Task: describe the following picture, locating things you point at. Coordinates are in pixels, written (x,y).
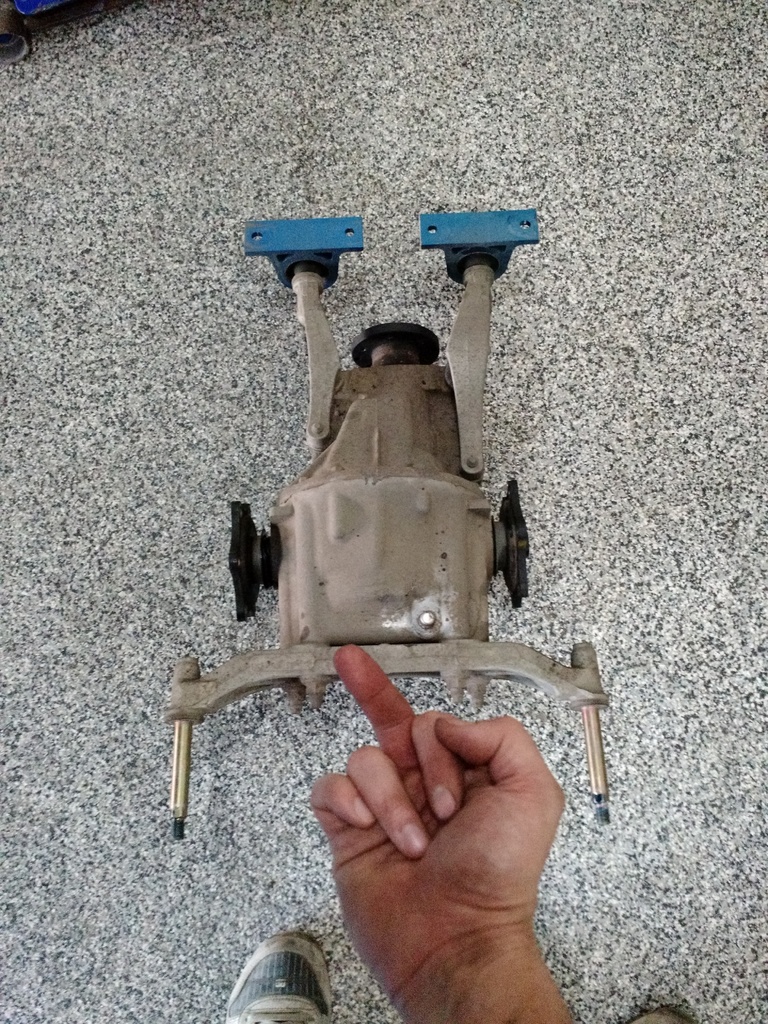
In the image there is an object (349,381) kept on the floor (425,185) and in front of the object (447,669) there is a person (408,916) standing and only the hand (384,902) and legs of the person (370,858) visible in the image.
